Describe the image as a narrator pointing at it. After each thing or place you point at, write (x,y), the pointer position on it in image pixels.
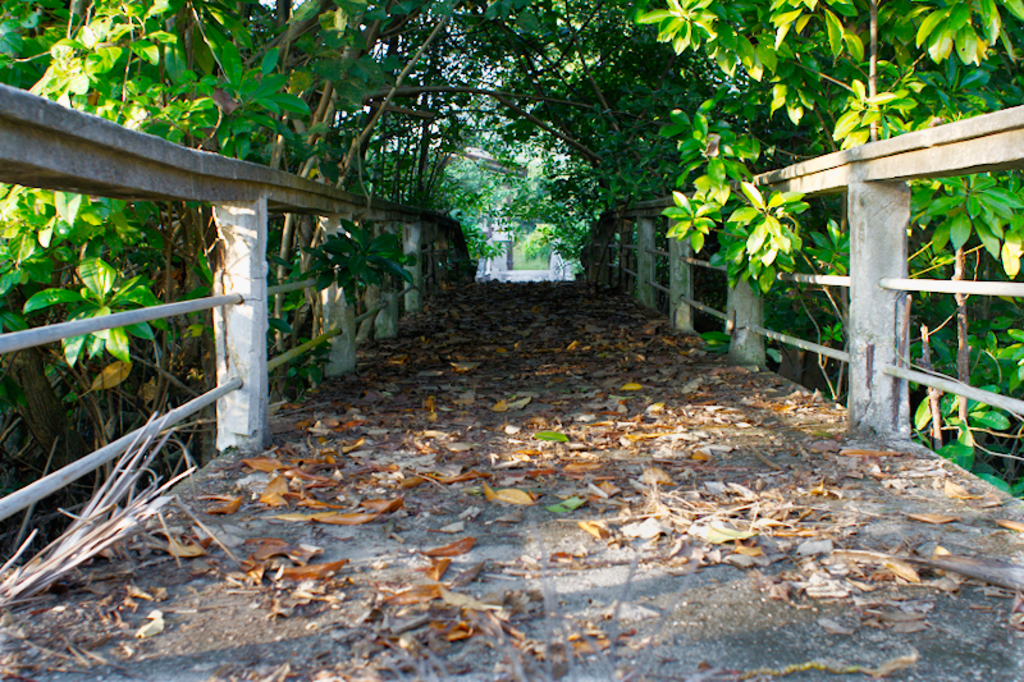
In this image I can see in the middle (409,340) it is a bridge (548,486), there are dried leaves (612,481) on it. There are trees (537,248) on either side of this bridge (573,275).
